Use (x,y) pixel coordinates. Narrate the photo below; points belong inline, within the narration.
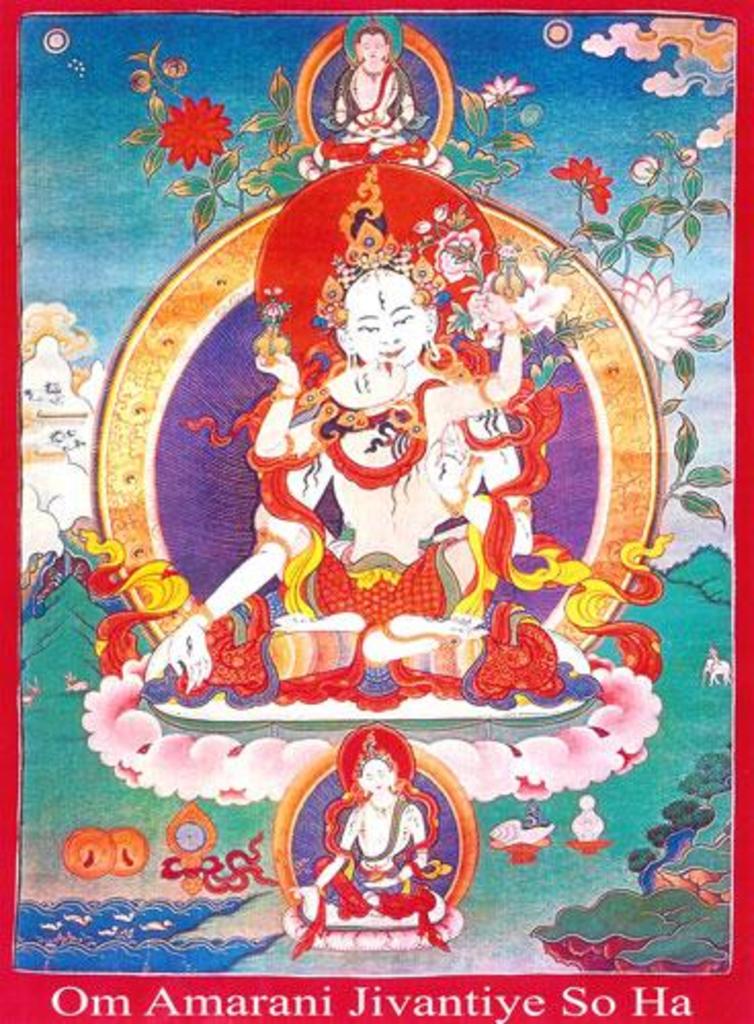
In this image I can see a poster (339,809) and on the poster (526,545) I can see a person (356,685) is sitting. I can see few mountains (707,558), few flowers (662,289) which are pink and red in color, the sky (118,136) and few leafs (717,476) which are green in color.
